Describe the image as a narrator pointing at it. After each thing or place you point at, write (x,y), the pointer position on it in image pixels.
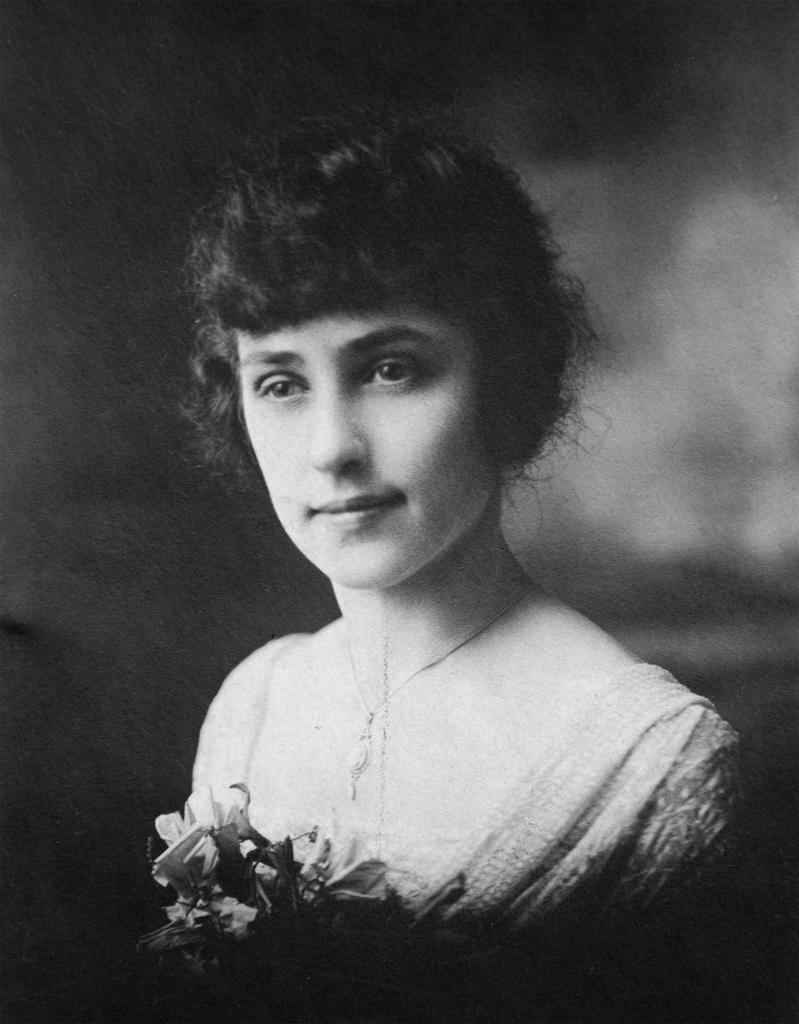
It is a black and white image. In this image there is a person (427,539) holding a bouquet (301,836).
